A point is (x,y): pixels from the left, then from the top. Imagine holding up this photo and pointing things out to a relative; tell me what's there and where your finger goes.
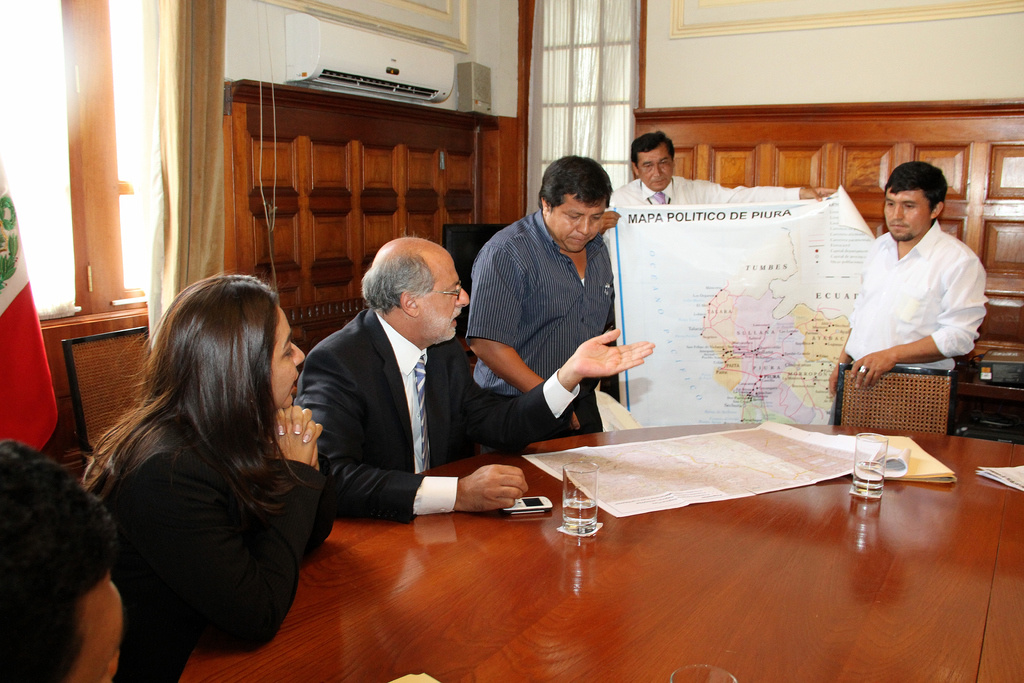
In this image, There is table (908,542) which is in brown color and there are some glasses (886,458) and there is a paper (680,490) in white color, There are some people (371,465) sitting on the chairs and in the background (888,172) there are some brown color wooden blocks (764,157) and there is a white color wall (867,40).
